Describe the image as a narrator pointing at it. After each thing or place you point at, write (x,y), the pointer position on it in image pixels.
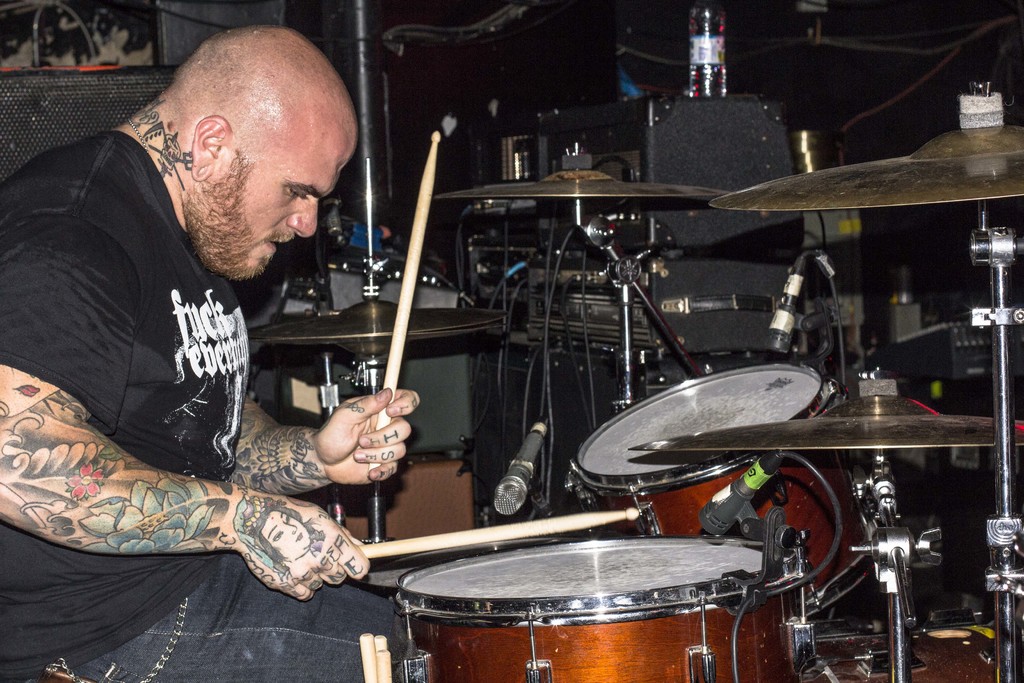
In this image I can see a person (213,310) with black color t-shirt (163,360). and he is sitting in front of the drum set (644,503) and playing it. There are tattoos (212,491) on the person (129,488). In the back (747,158) there is a bottle (695,93) on the sound box (789,147).
